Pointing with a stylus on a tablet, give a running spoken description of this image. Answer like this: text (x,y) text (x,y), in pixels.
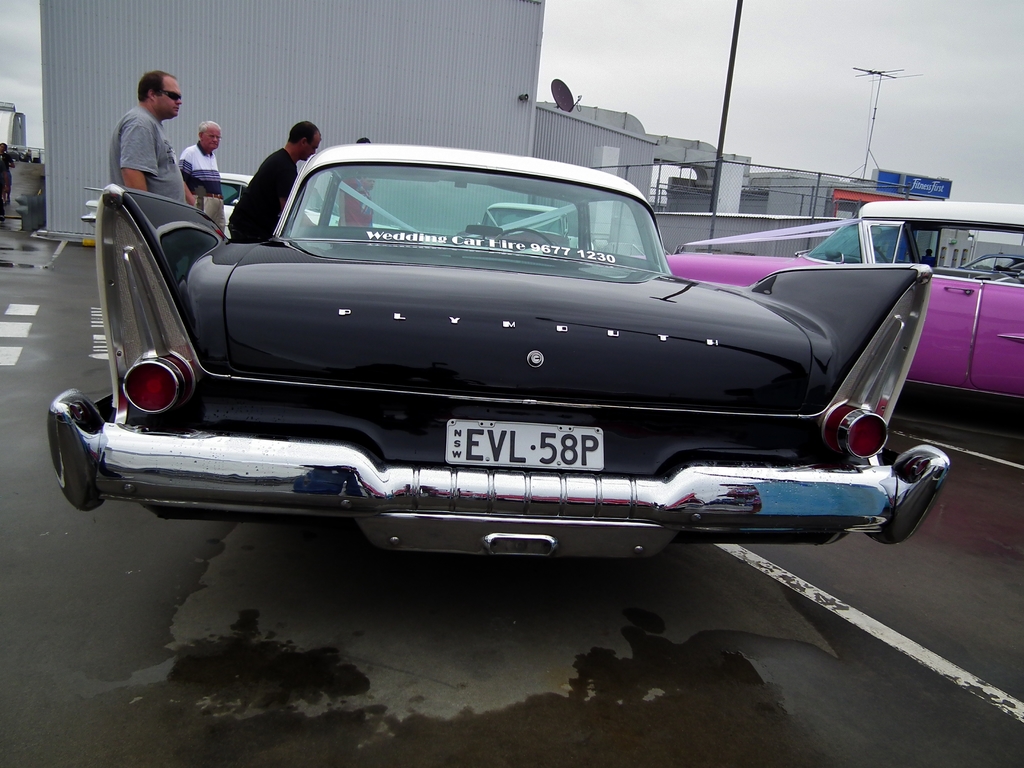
In this image we can see some cars (361,437) placed on the road (537,581). We can also see a group of people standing beside them. On the backside (603,151) we can see some buildings (571,157), poles (719,185), a dish (569,99), a name board (888,182) and the sky (707,63) which looks cloudy.
